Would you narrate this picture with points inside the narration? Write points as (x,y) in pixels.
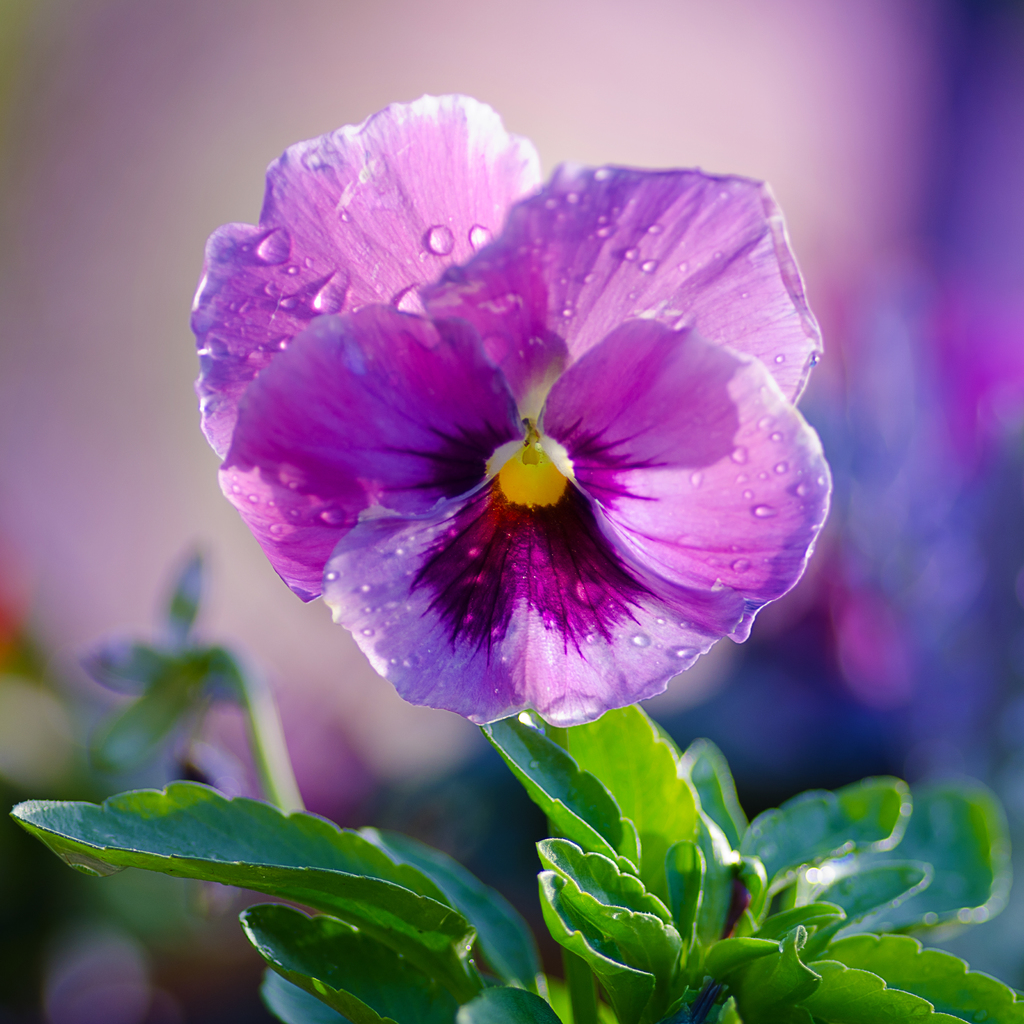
In this image there is a plant (615,858) with a violet color flower (499,569), and there is blur background (18,645).
